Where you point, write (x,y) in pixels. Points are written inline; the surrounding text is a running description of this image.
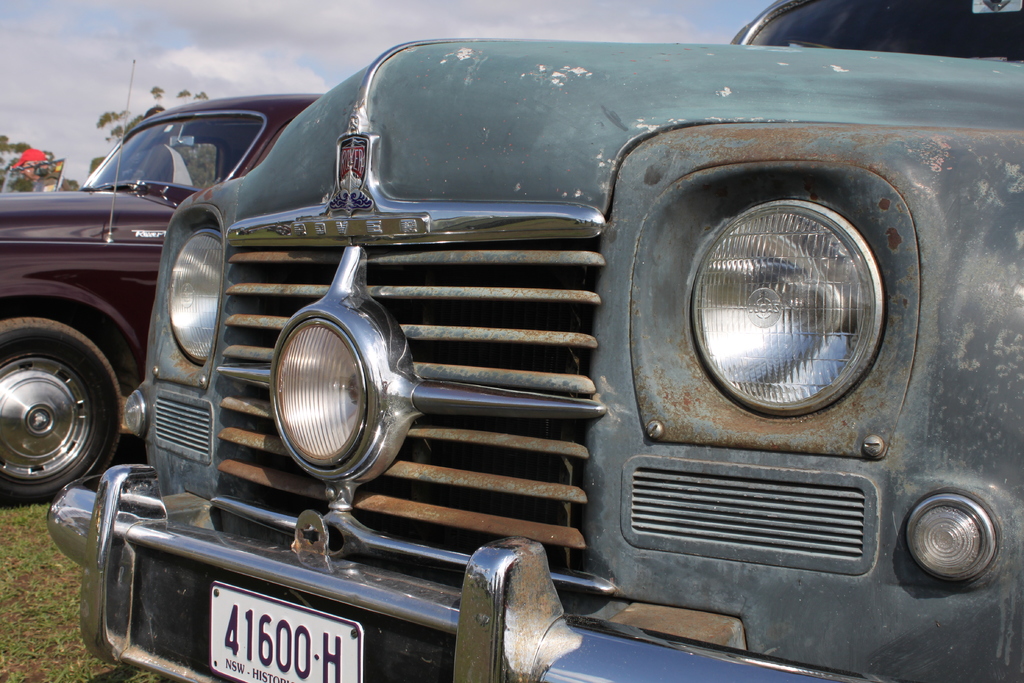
In this image we can see cars (136,323). In the background (235,16) there are trees (197,94) and sky (444,31). At the bottom (76,656) there is grass (63,651).
